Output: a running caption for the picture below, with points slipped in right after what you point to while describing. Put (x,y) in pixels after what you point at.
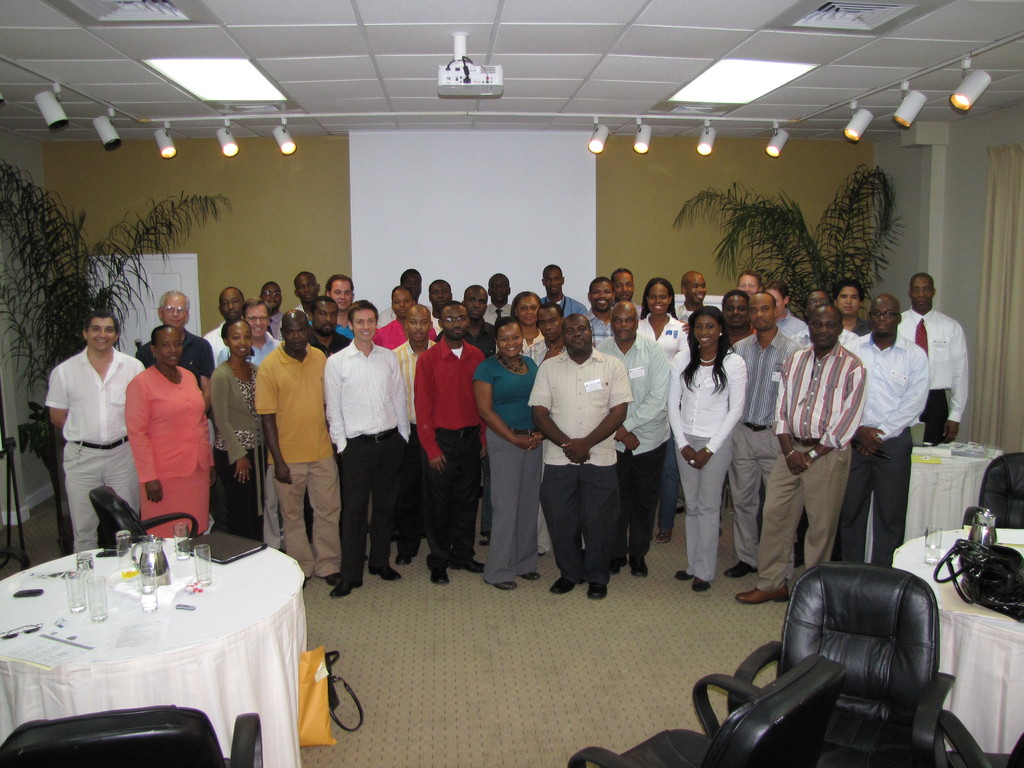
This image has a group of people (760,317) standing at the left side (9,198) there is a plant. At the right side (844,271) back to these people (845,331) there is a plant (761,213). Right side (992,709) there is a table (1000,639) having bag (967,599), glass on it. Left side (225,630) there is a table (212,635) having glasses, jar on it. At the bottom of image (109,742) there are few chairs (123,718). On the floor (374,654) there is a bag (325,660). Few lights (602,142) are hanging from the roof (625,125). There is a projector (461,87) attached to the roof (429,48).
